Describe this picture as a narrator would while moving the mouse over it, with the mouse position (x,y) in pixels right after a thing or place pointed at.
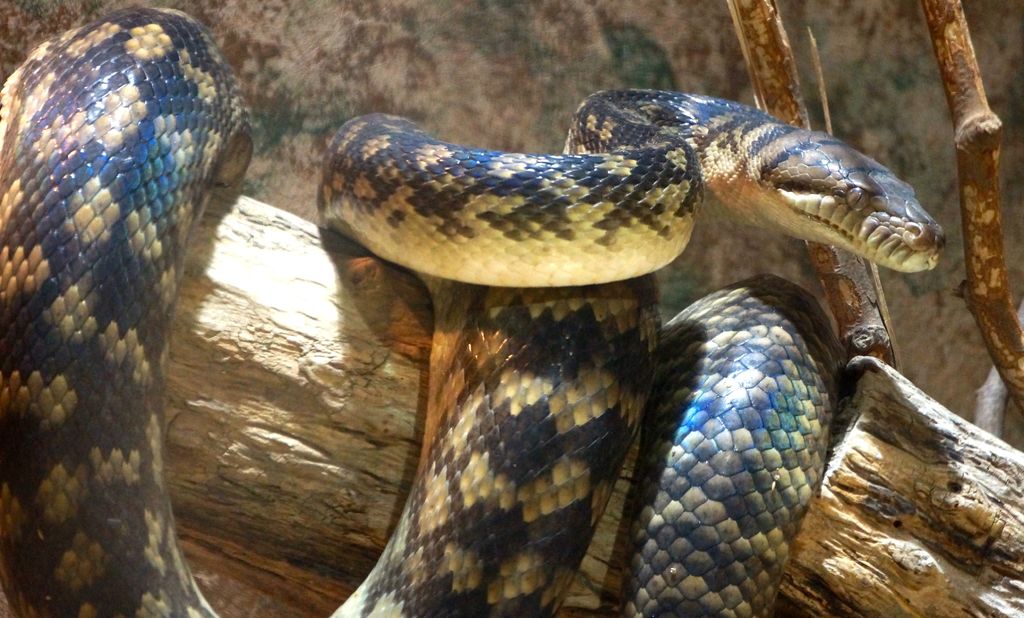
We can see snake (587,164) on wooden surface (877,535) and wooden sticks (961,157).
